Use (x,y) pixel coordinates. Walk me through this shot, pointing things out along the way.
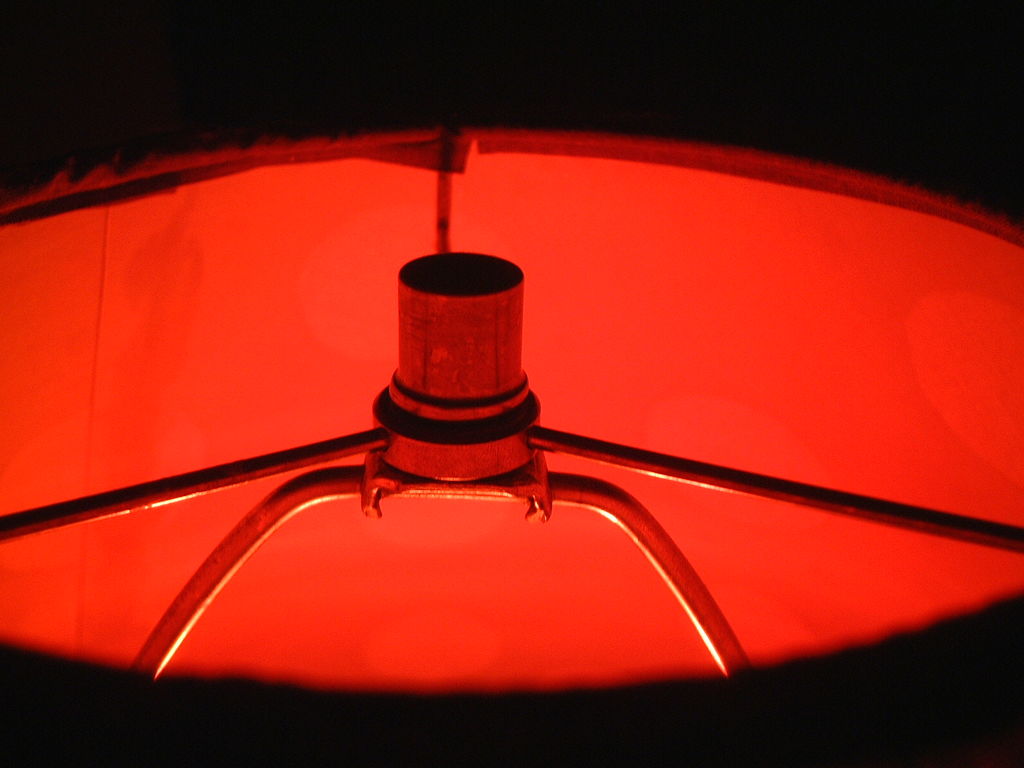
In the middle of this image (516,425) there is a metal object (364,432). Around this there is a red color object (461,219) which seems to be a cloth (409,233). The background (93,92) is in black color.
